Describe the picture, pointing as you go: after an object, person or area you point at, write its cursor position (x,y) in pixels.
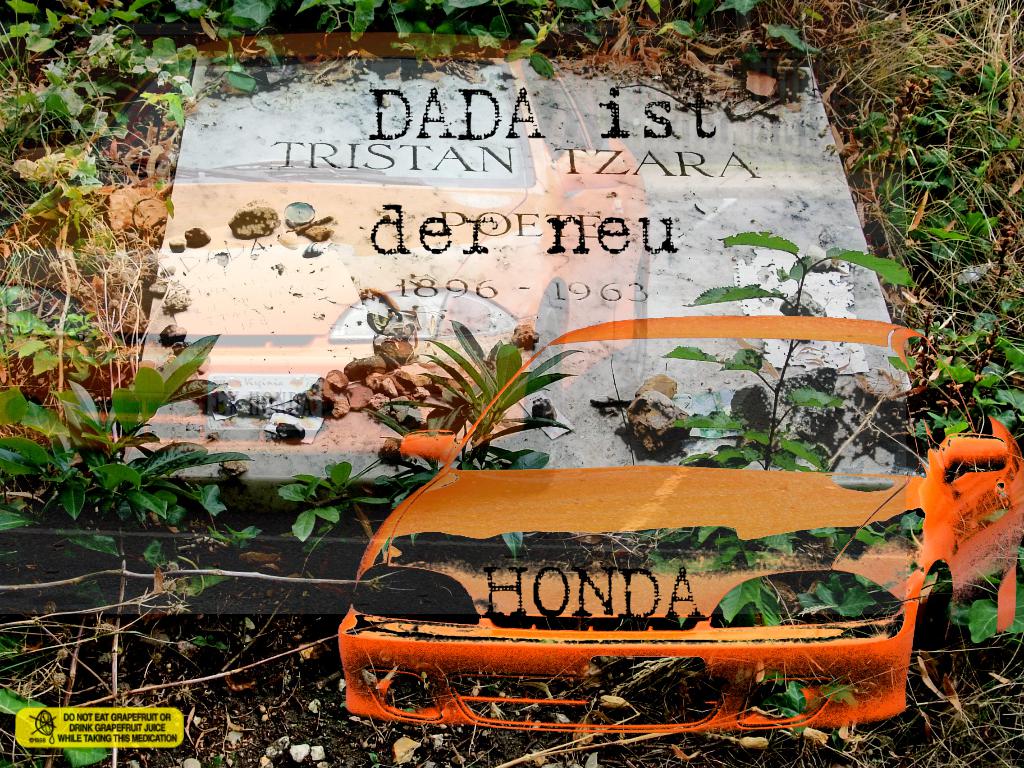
In this picture there is a gravestone (485,216), around the gravestone (195,250) there are plants (73,423), soil (417,767) and grass (938,55). The picture has a car watermark (603,336).
